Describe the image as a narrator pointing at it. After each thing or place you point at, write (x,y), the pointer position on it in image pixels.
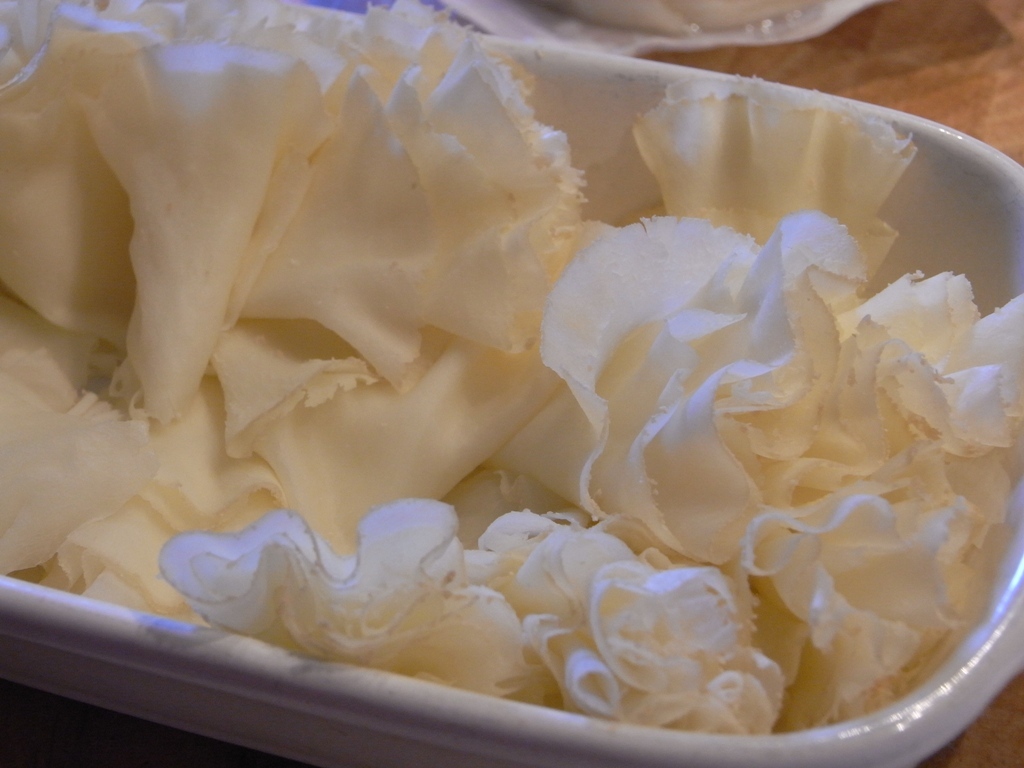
In this image in the center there is one bowl (944,198), in that bowl (1019,621) there are some cheese shavings (513,389). In the background (793,24) there are some objects (790,28).
